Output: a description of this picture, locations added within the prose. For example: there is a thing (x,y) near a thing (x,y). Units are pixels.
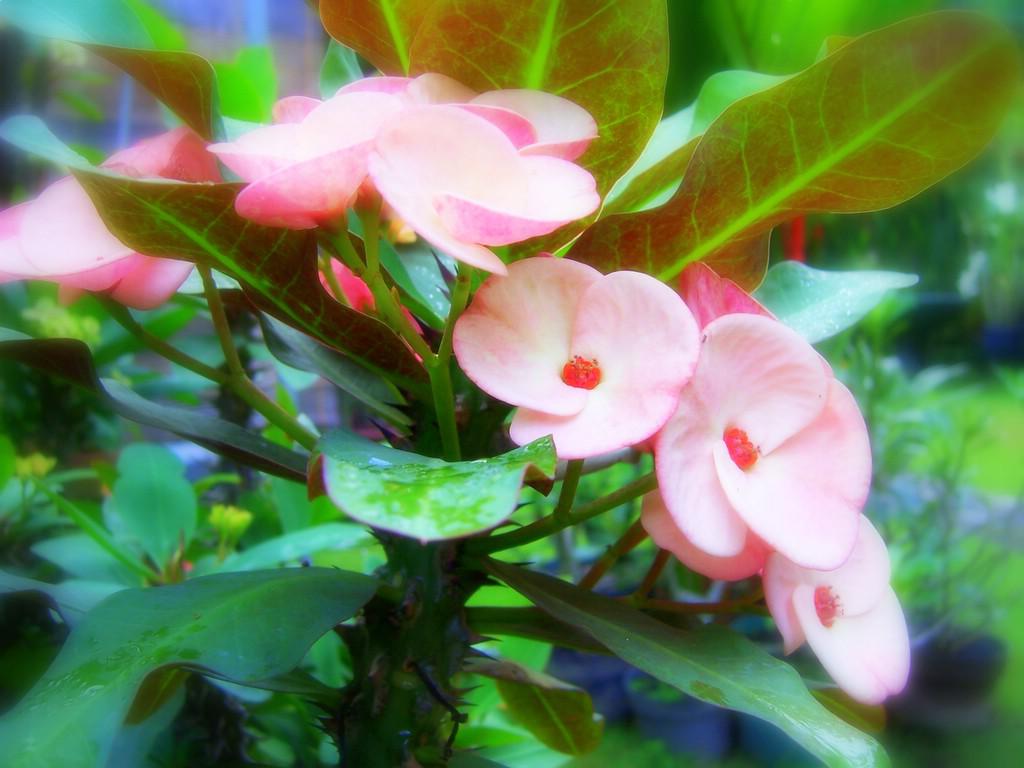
In this image in the foreground (565,365) there are some plants (518,331), and in the background (957,494) also there are some plants (1005,297).
